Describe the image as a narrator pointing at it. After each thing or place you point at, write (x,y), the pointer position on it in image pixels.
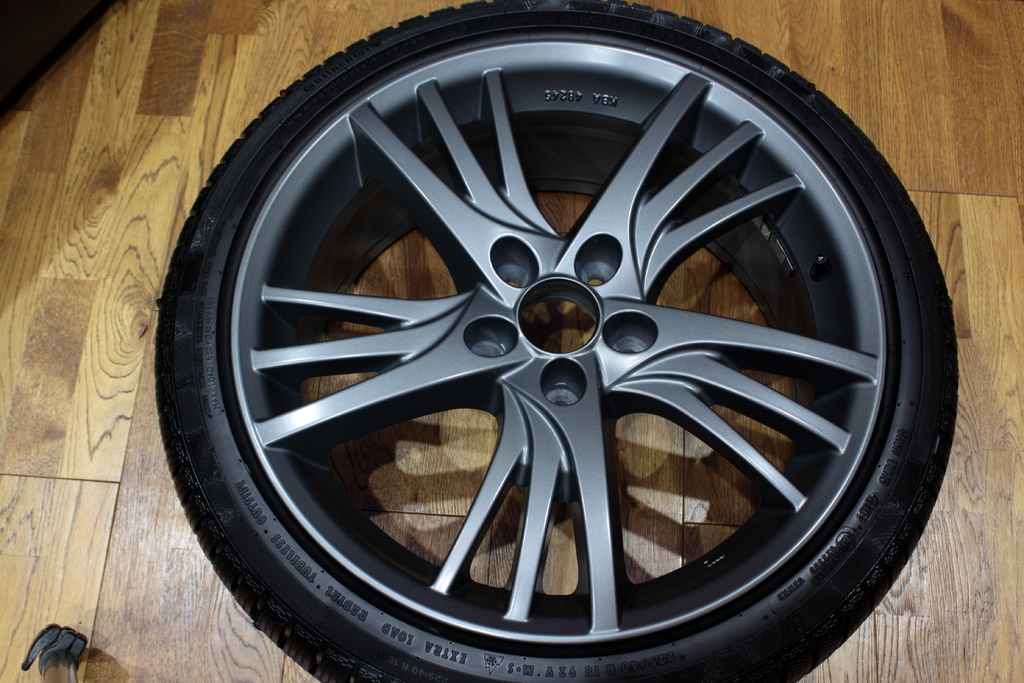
In this image there is a wheel (391,394) on the surface (162,139), there is an object (53,58) truncated towards the left of the image (27,47), there is an object (54,661) truncated towards the bottom of the image (75,649).
